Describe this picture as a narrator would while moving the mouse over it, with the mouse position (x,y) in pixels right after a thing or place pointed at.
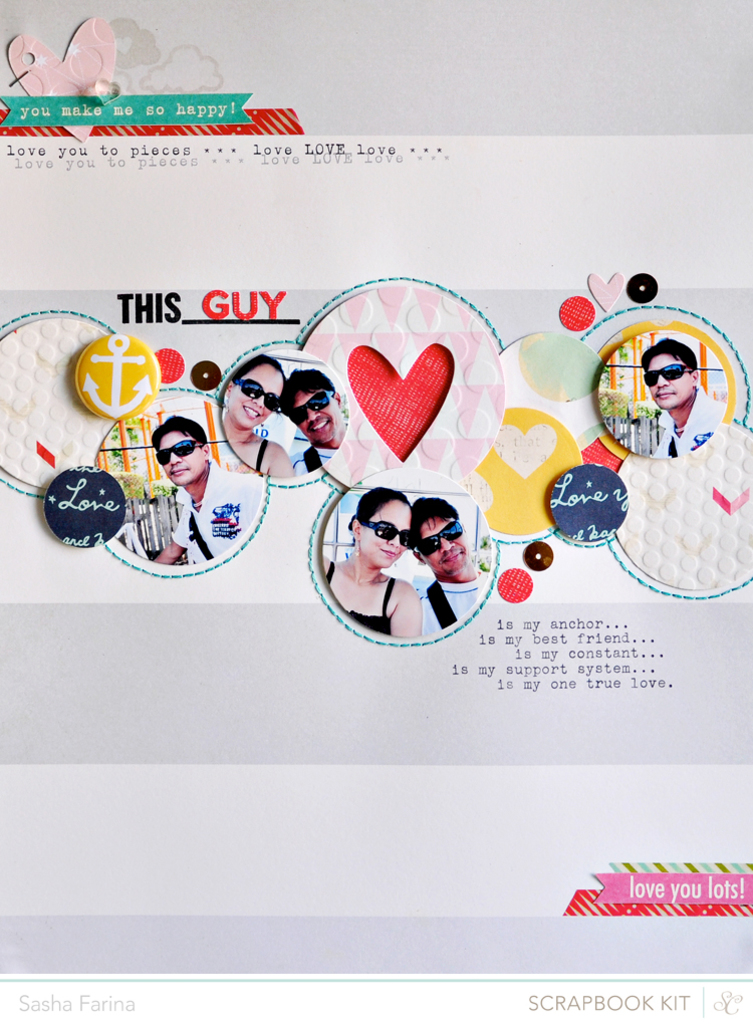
In the center of the image (394,470) we can see one poster (294,597). On the poster (294,607), we can see a few people (375,578) are wearing sunglasses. Among them, we can see a few people (357,565) are smiling. And we can see the design (406,471) on the poster (375,524). On the poster (375,524), we can see some text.
